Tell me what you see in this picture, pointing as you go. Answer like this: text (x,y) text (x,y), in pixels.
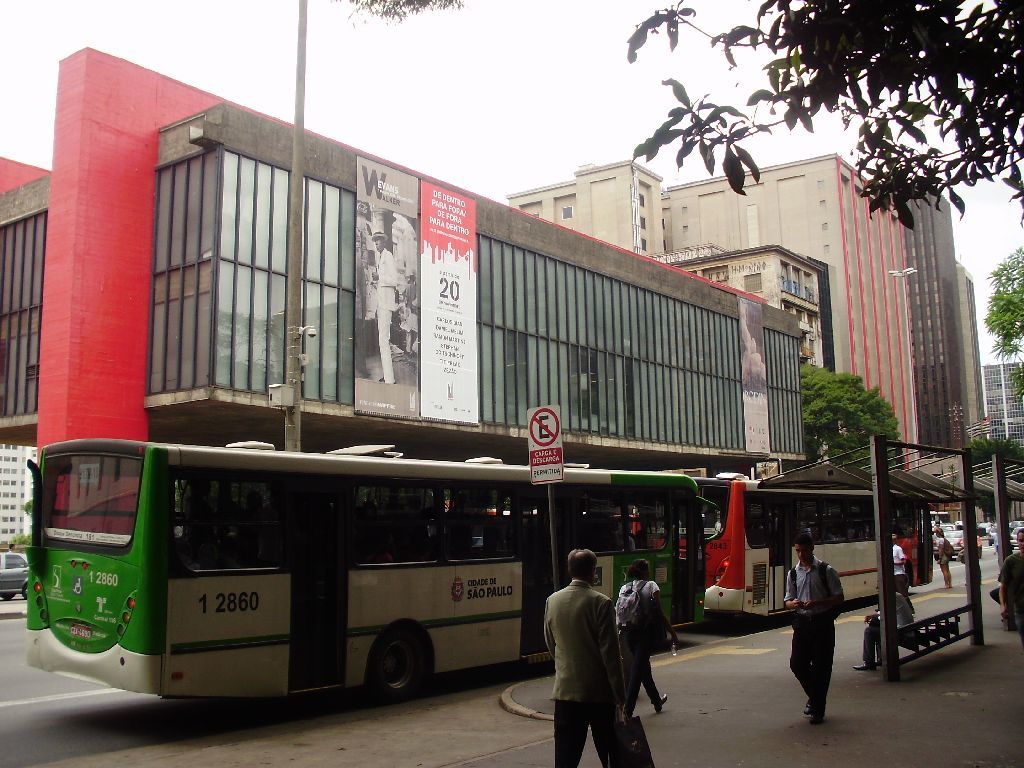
In this picture I can see the road (691,628) in front, on which I can see 2 buses (578,531) and cars (6,556). On the footpath (990,680), I can see few people (562,649) standing. In the background (23,447) I can see number of buildings (789,262) and few trees (895,206). I can also see few poles (913,394). On the top of this picture (439,75) I can see the sky (482,183). I can also see a sign board (558,464) in front (540,458).
